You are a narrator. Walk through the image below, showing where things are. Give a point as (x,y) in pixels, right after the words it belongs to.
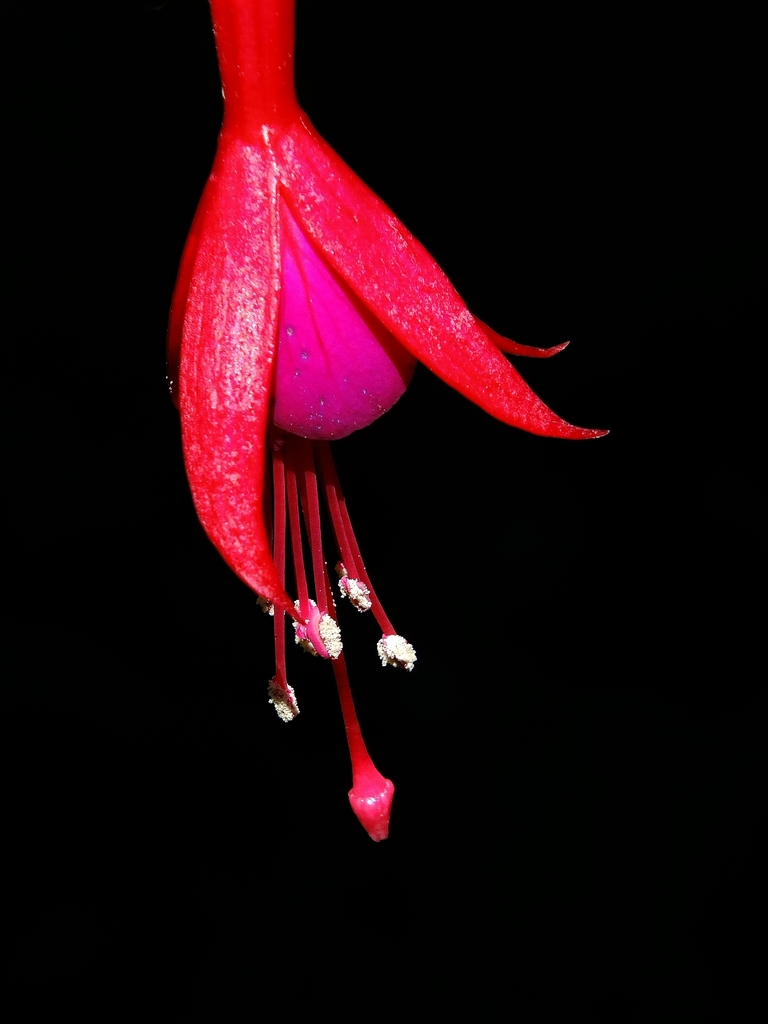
In this image we can see a flower (294,484) and a dark background (174,791).
